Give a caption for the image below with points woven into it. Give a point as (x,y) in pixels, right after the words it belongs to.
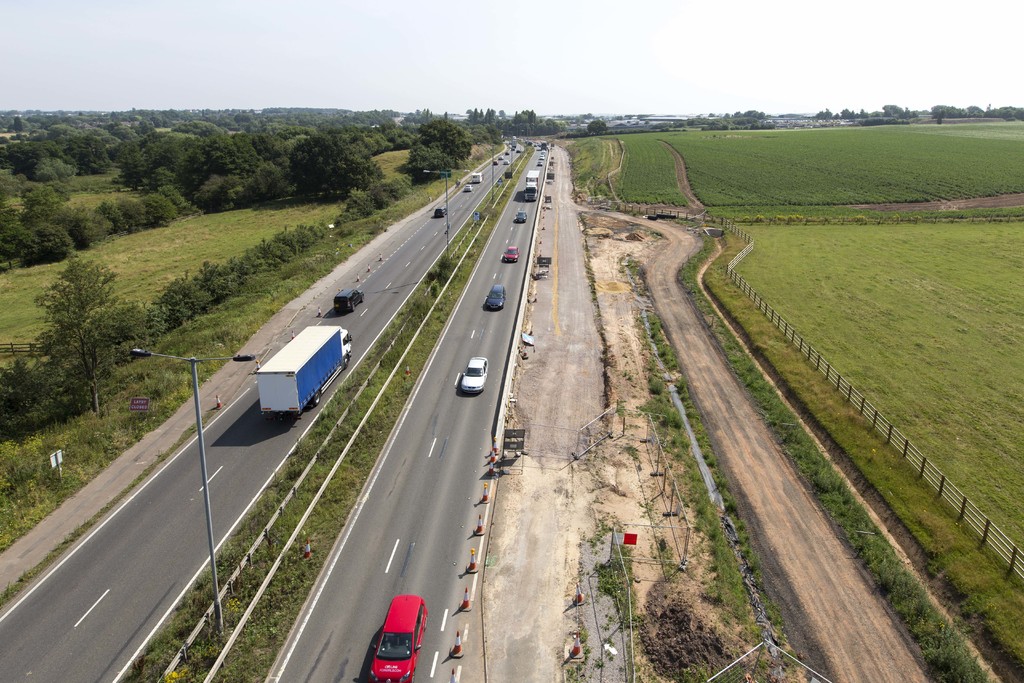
In this picture we can see a few vehicles (391,678) on the road (522,234). There is a divider (257,549) on this road (483,187). We can see some street lights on this divider (261,527). We can see some fencing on the right side (770,680). There are few boards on the left side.
